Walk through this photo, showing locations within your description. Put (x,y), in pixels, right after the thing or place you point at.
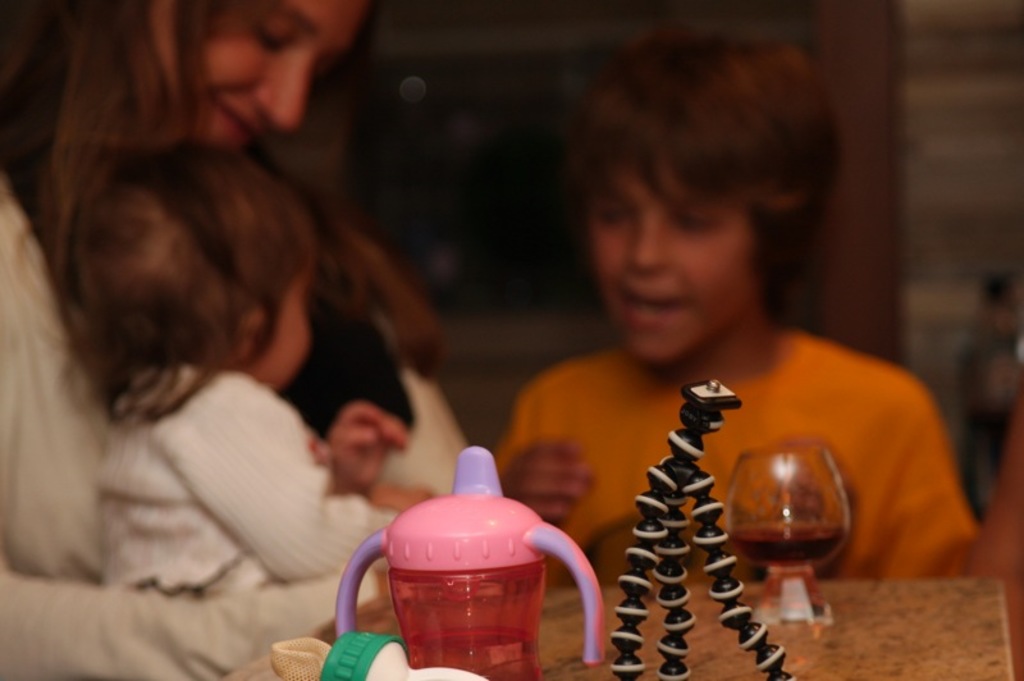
There is a glass (790,509), water bottle (504,528) and other objects (665,573) in the foreground area of the image (816,544), there are people (729,218) in the background (743,176).
